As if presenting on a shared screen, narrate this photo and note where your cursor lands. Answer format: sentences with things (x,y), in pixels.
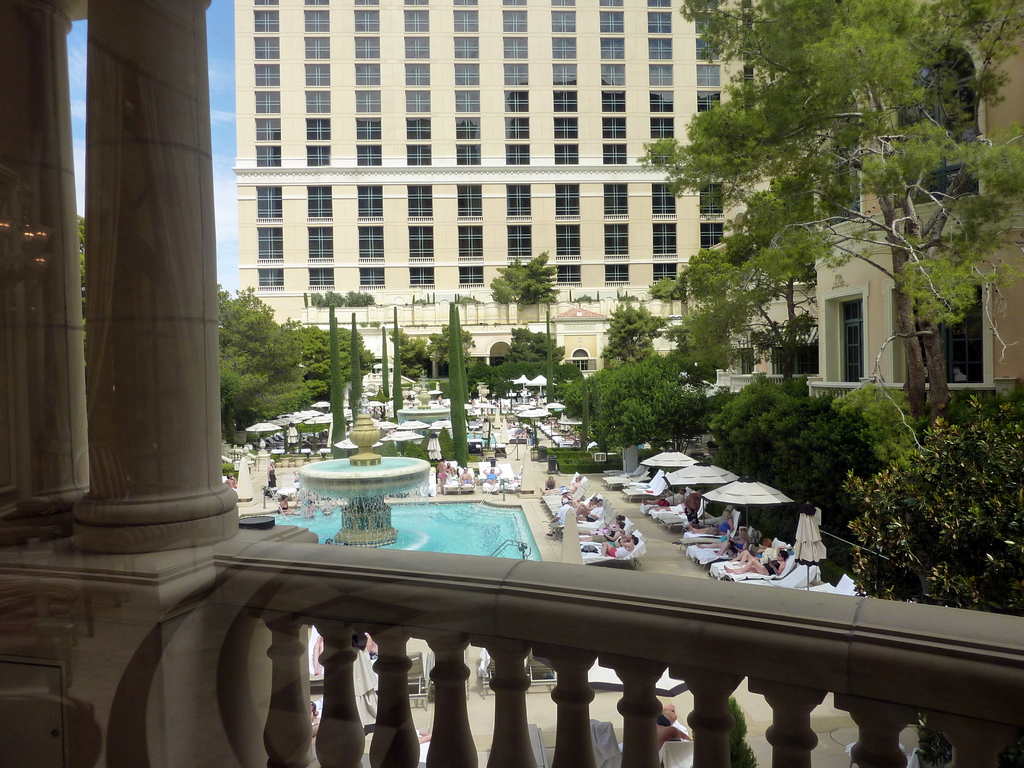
In this picture there is a view from the balcony (153,653). In the front (686,521) there is a group of men and women (748,572) sitting on the relaxing benches (584,513). Behind there are some trees (422,348) and plants (456,352). In the background (356,6) we can see the big building (346,235) with glass windows (429,209). In the front (391,640) bottom side we can see the two white color pillars (158,533) and balustrade balcony railing (243,683).
